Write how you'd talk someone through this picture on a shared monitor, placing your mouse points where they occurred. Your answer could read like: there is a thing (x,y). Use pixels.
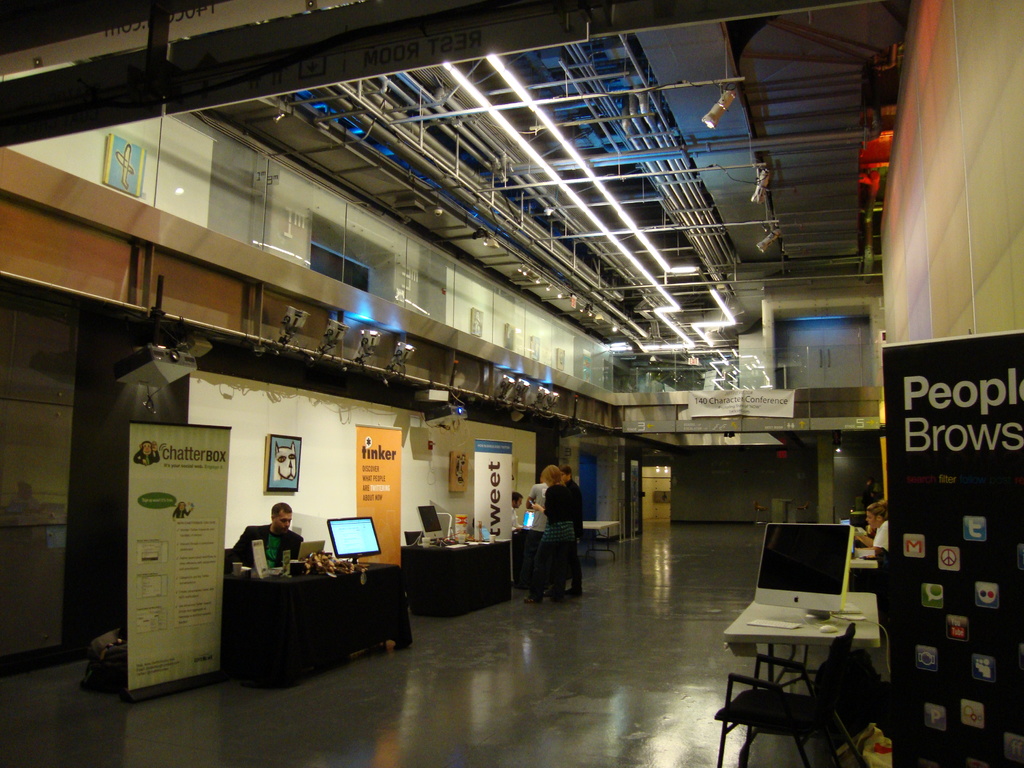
In this image I can see few people (242,550) where few of them are sitting and rest all are standing. I can also see number of tables (313,602) and monitors (351,527) on it.
